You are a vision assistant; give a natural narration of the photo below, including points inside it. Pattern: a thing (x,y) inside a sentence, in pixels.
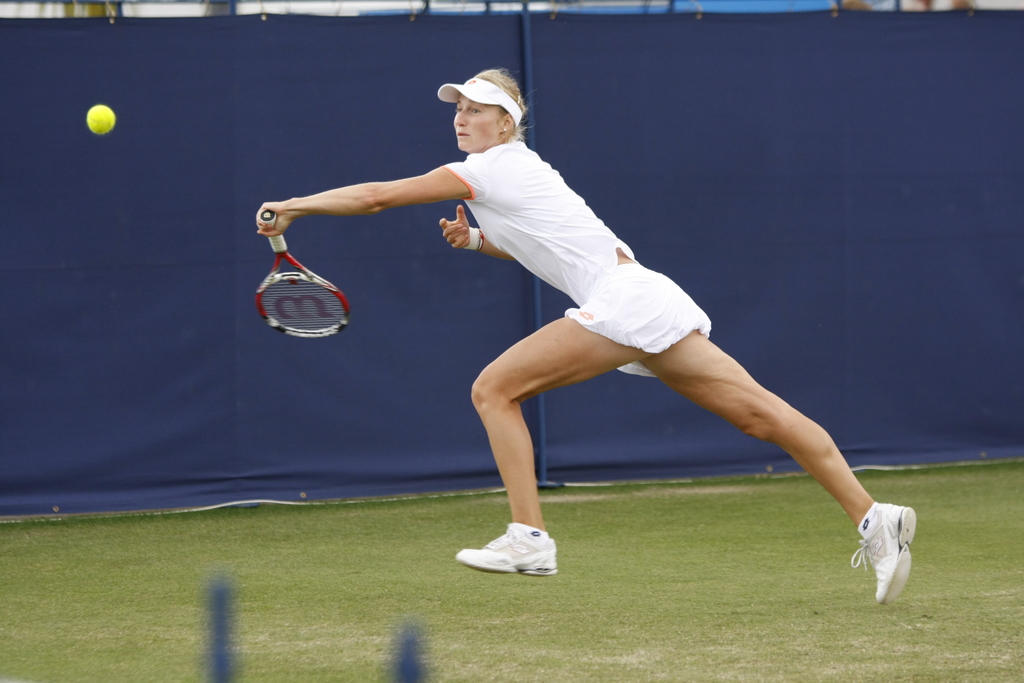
Here a woman (559,204) is playing tennis. In the background (272,151) there is a banner (250,421).
